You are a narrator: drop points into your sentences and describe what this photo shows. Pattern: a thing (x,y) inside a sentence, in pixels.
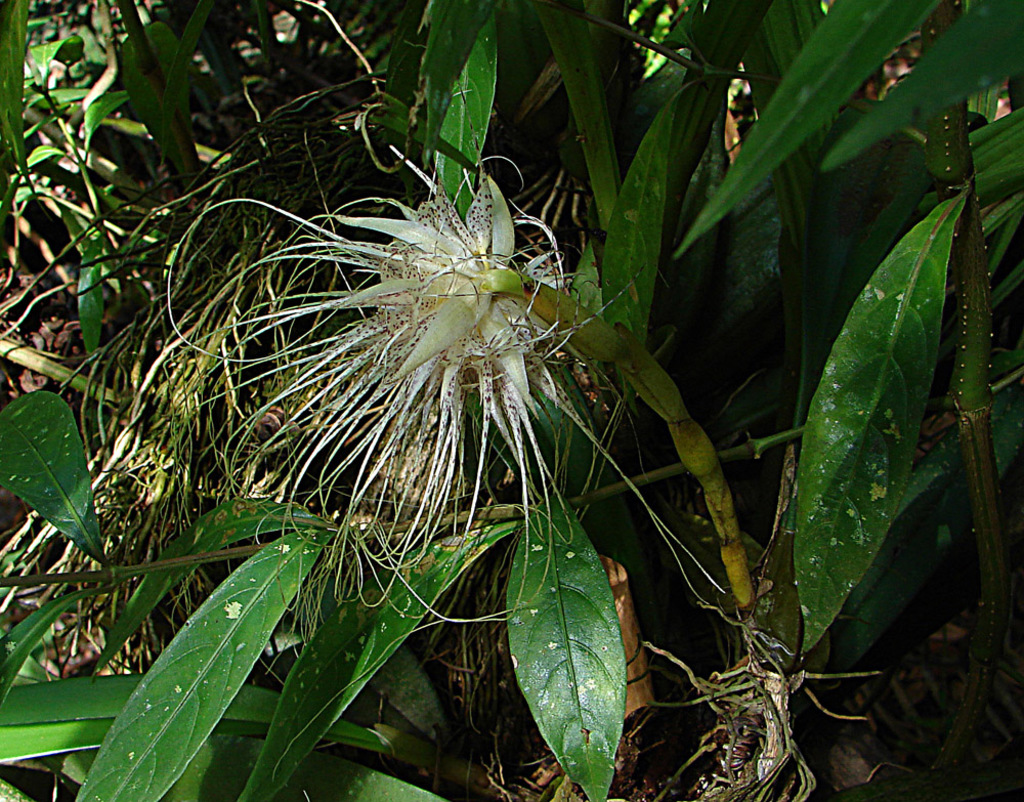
In this image I can see grass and plants (505,206) and leaves (683,215).
